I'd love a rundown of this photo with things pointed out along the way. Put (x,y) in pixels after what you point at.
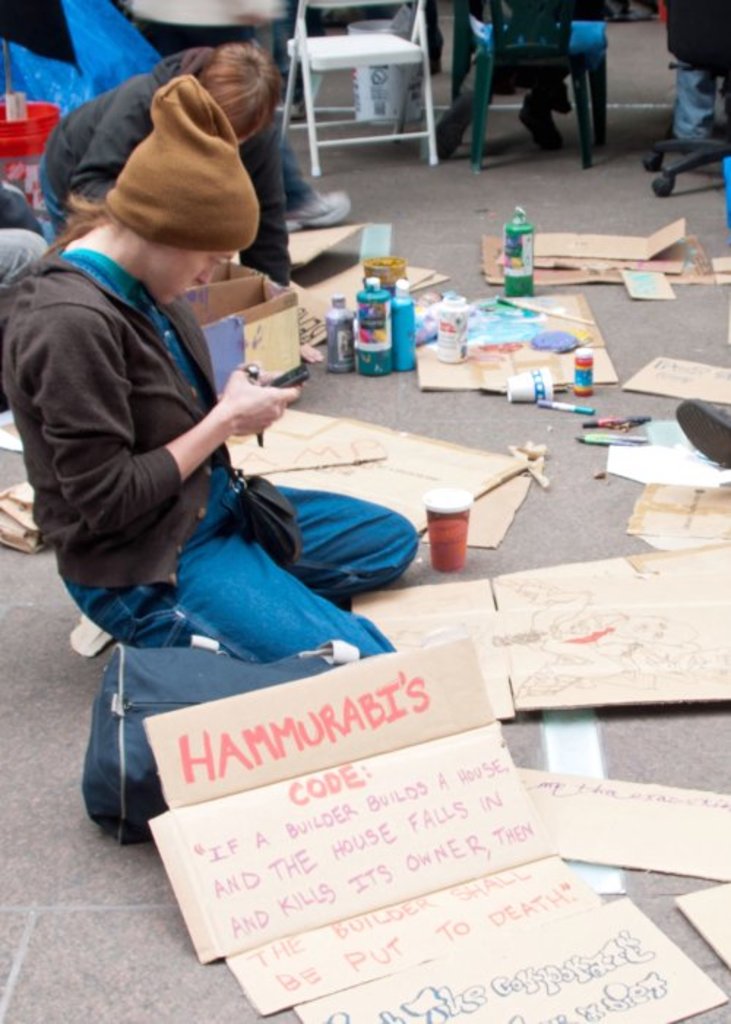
In this image, we can see people (95,159) and one of them is wearing a cap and holding an object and we can see chairs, bottles (377,331), cardboards (309,254), markers (586,442) and some other objects (29,139) and a bag (156,798) on the ground (88,847).
